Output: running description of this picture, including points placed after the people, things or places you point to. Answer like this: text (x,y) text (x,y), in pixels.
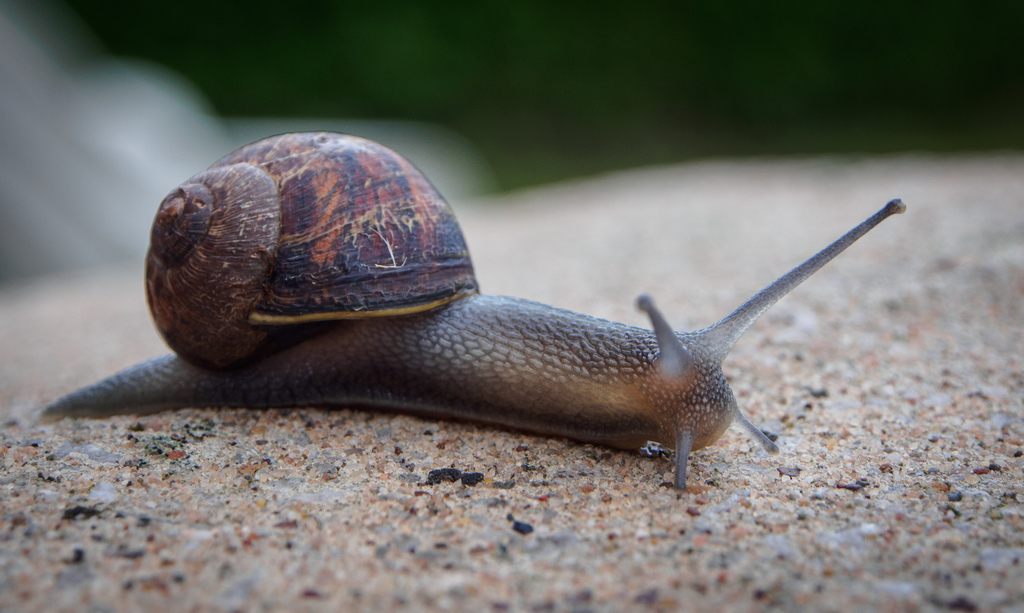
In the center of the image (473,340) there is a snail (297,406).
